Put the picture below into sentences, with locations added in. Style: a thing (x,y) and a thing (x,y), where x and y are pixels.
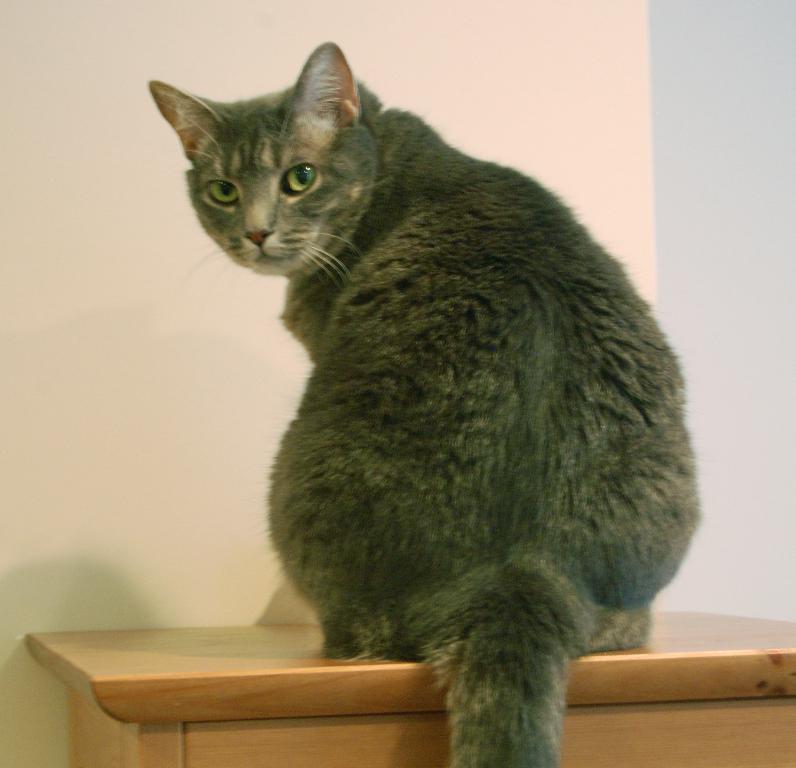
In this picture we can see a cat (373,424) on the table (220,725) and this is wall (32,215).
